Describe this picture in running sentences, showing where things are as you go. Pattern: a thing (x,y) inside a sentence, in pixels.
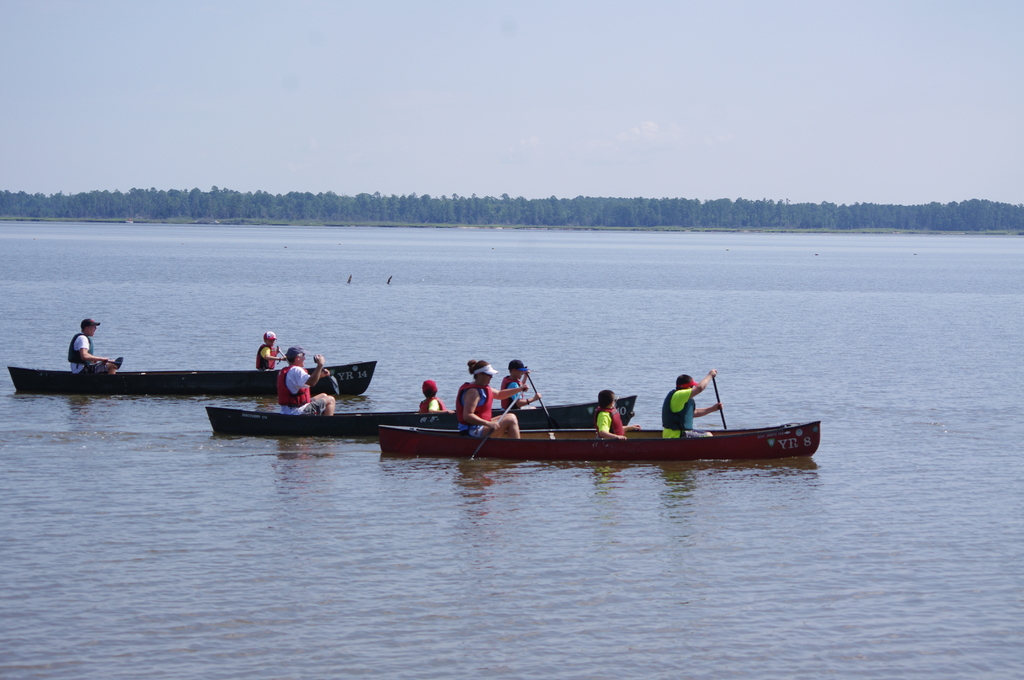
In this image I can see there are some people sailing the boats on the water (744,380) at the back (603,219) there are so many trees (932,219).
